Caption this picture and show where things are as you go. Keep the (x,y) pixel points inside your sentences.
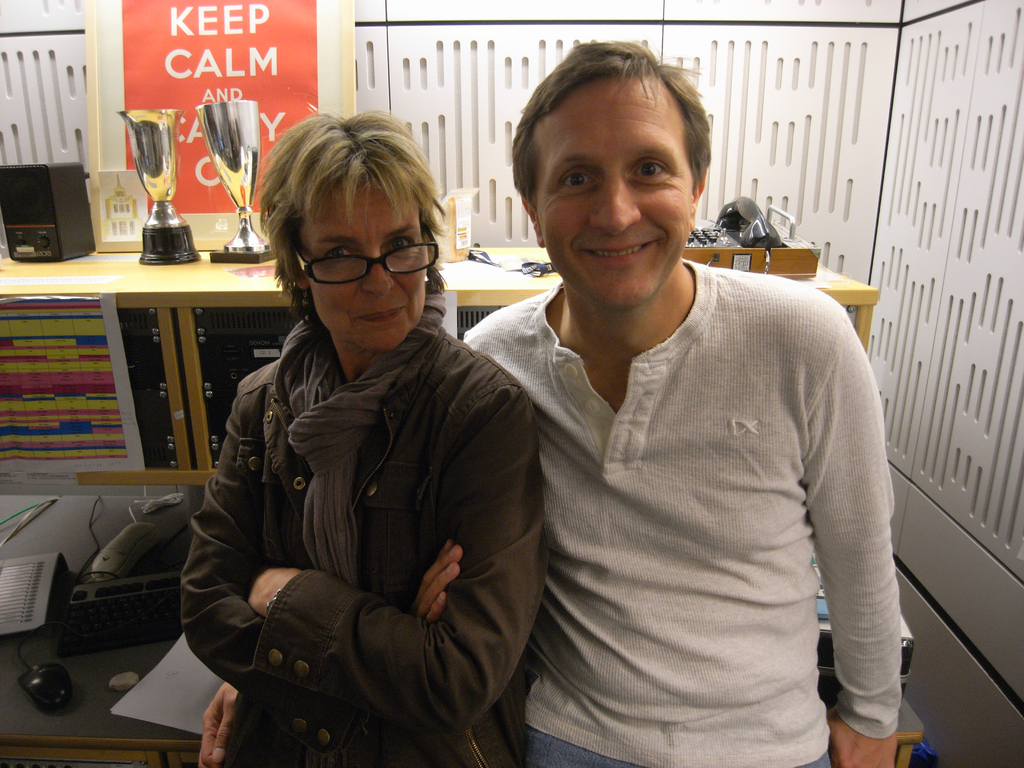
In the middle of the image (359,325) two persons (557,135) standing and smiling. Behind them there is a table (98,708), on the table (71,709) there is a mouse (36,693), paper (166,677) and there are some electronic devices (145,532) and there are some cups (167,199) and frame (202,78). Top right side of the image (852,251) there is a wall (956,289).
